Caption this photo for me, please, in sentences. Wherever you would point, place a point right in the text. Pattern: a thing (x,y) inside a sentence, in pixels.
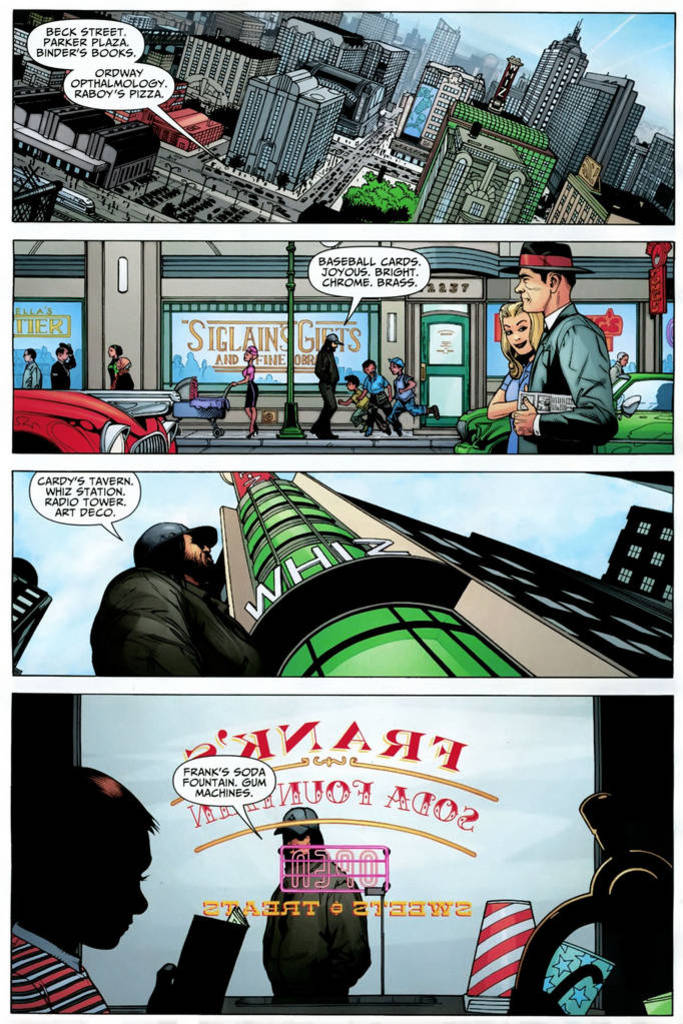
In this image I can see it is an animation of the photo collage, at the top (259,61) there are buildings (344,69).
